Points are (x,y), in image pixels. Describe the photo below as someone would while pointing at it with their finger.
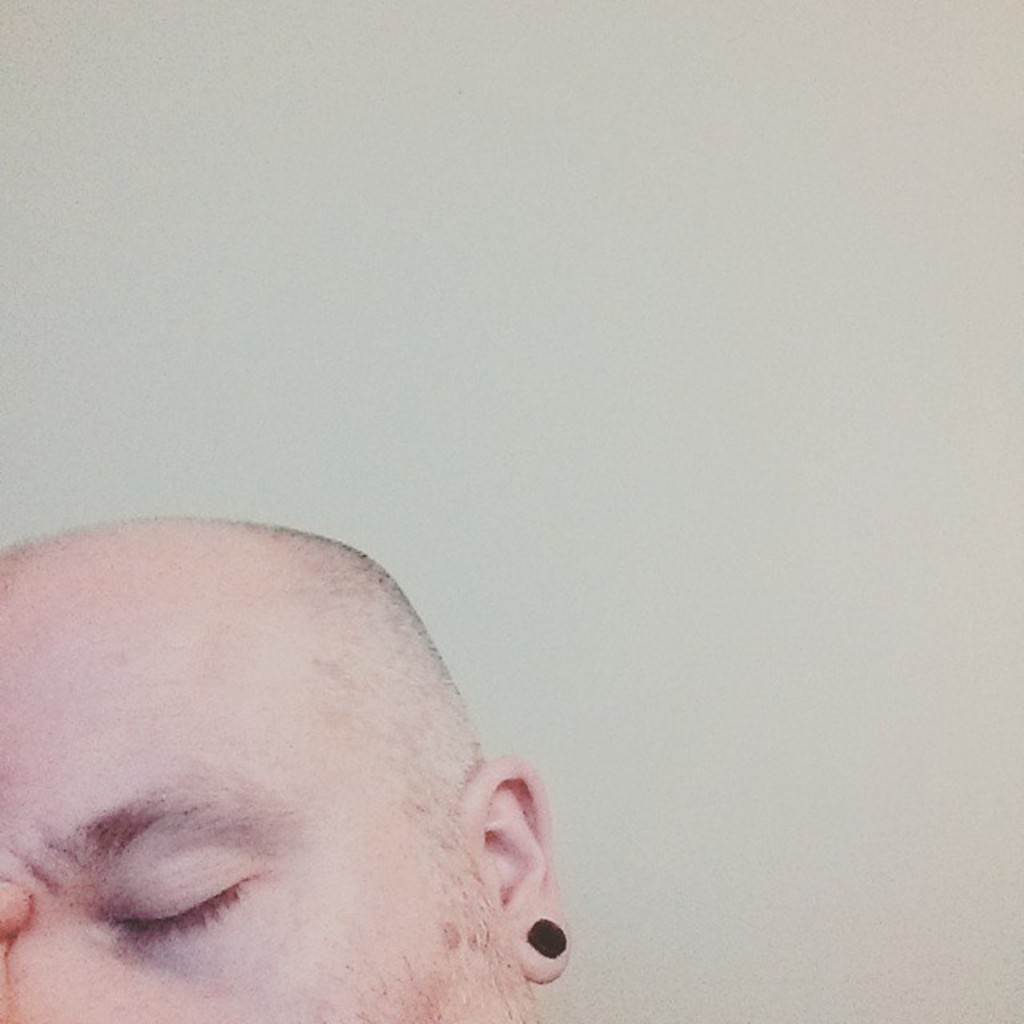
In the picture we can see a part of person head (29,648) which is bald on the top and in the background (484,452) we can see a wall (613,673).
